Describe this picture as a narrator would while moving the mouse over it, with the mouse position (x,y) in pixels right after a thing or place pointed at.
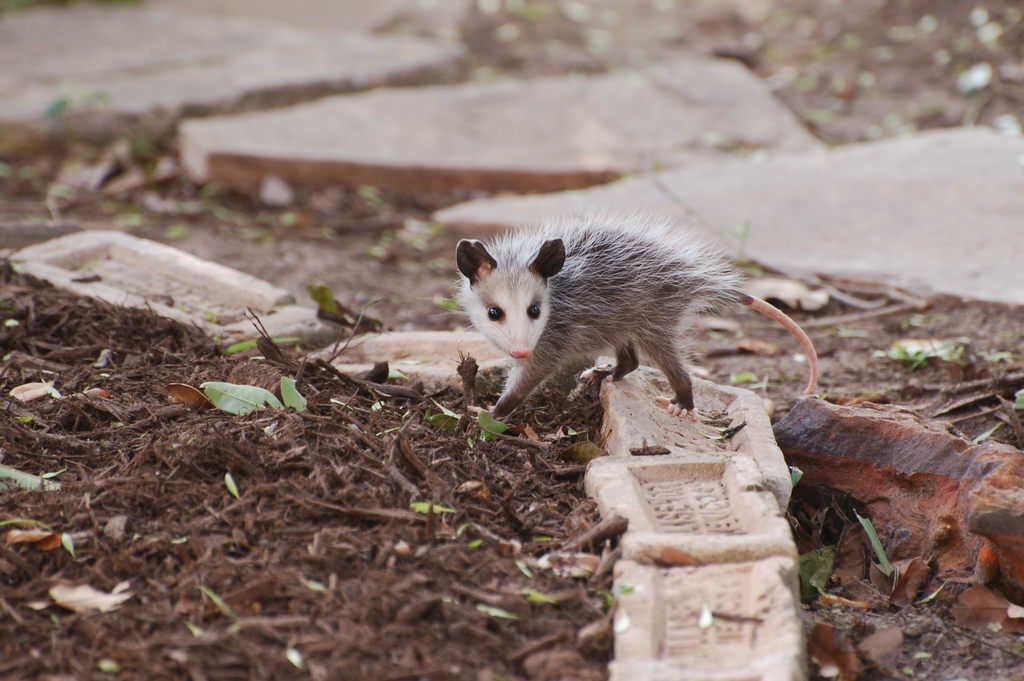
In this image we can see there is a small opossum (542,253) on the ground (747,349) and also there are some leaves (256,359) on the ground (397,409).
